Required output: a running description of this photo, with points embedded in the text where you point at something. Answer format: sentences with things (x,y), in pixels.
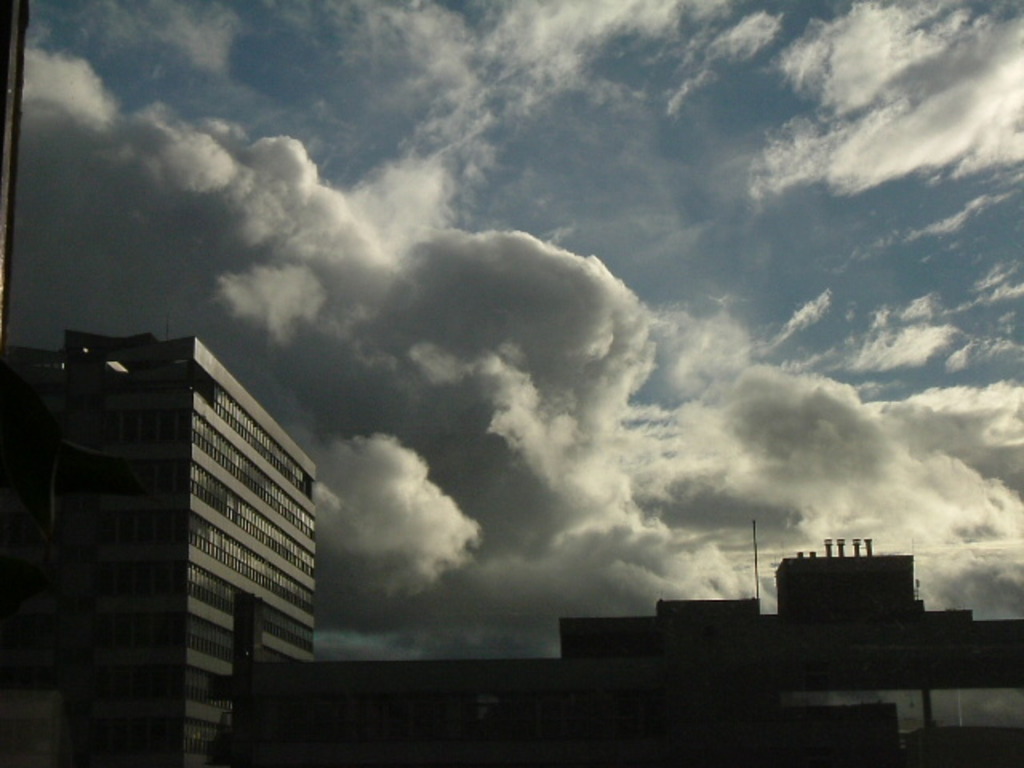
At the bottom of the image (699,698) there are buildings (770,671) and also there are poles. At the top of the image (538,156) there is sky (497,389) with clouds (479,494).
